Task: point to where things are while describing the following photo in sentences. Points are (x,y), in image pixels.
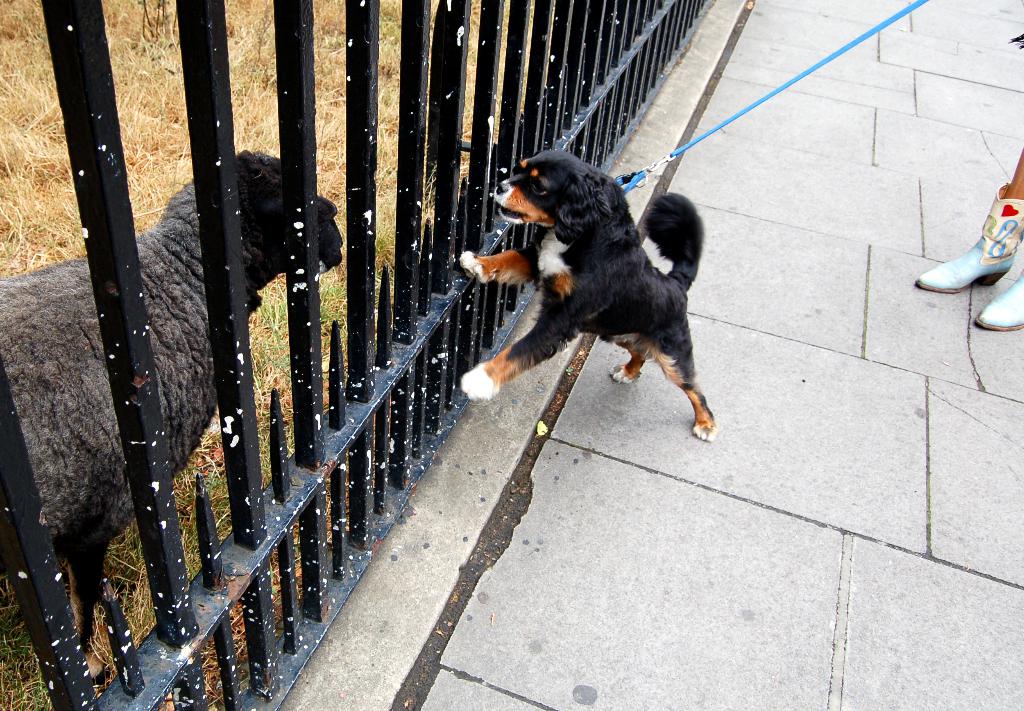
In this image we can see a dog (564,230) with a belt (715,124). Near to the dog (595,230) there is a railing (551,96). Beside the railing (139,337) there is an animal (185,312). On the ground (154,122) there is grass (149,133). On the right side (985,241) we can see legs (1007,245) of a person (1011,255) with footwear (995,254).
